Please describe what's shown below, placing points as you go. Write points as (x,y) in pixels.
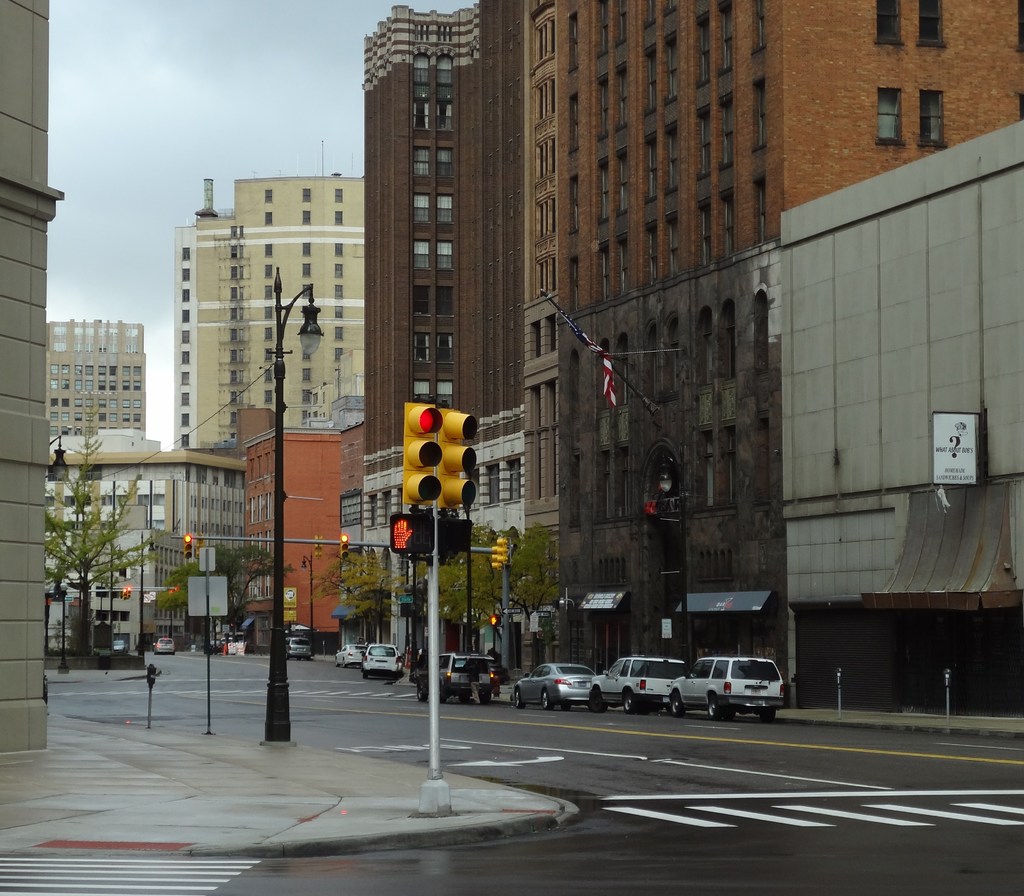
This picture is clicked outside. In the center (415,479) we can see the traffic lights (453,478), street lights (312,338) attached to the poles (64,628) and there are group of vehicles (575,705) seems to be running on the road (846,778). On the right (914,808) there is a zebra crossing (725,826) and we can see the buildings (341,309). In the background (130,84) there is a sky (204,157) and a tree (75,553).
